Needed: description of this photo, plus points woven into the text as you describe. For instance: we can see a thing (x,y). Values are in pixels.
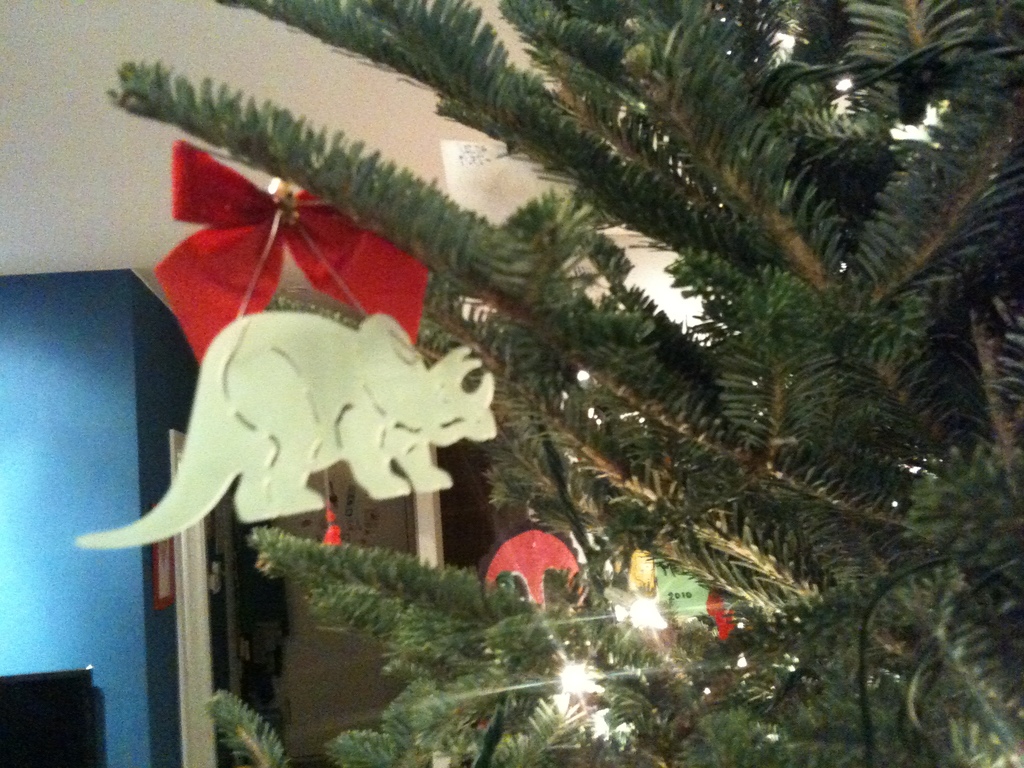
In this image there is a Christmas tree (679,533). There is a toy (403,388) and few decorative items (559,544) and lights (595,690) are hanging on the Christmas tree (869,433). Background (53,596) there is a wall (170,721) having a door (201,669). Left bottom there is an object (57,683).
